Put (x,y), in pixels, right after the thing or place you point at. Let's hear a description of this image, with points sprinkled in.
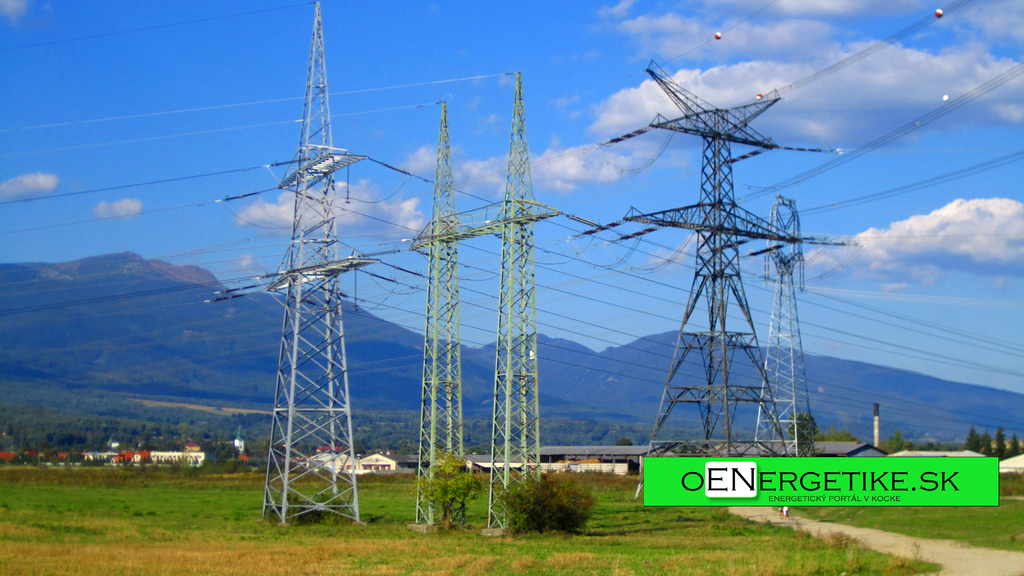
In this picture I can see some towers (330,401), behind there are some houses (485,468), trees (256,461) and hills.
